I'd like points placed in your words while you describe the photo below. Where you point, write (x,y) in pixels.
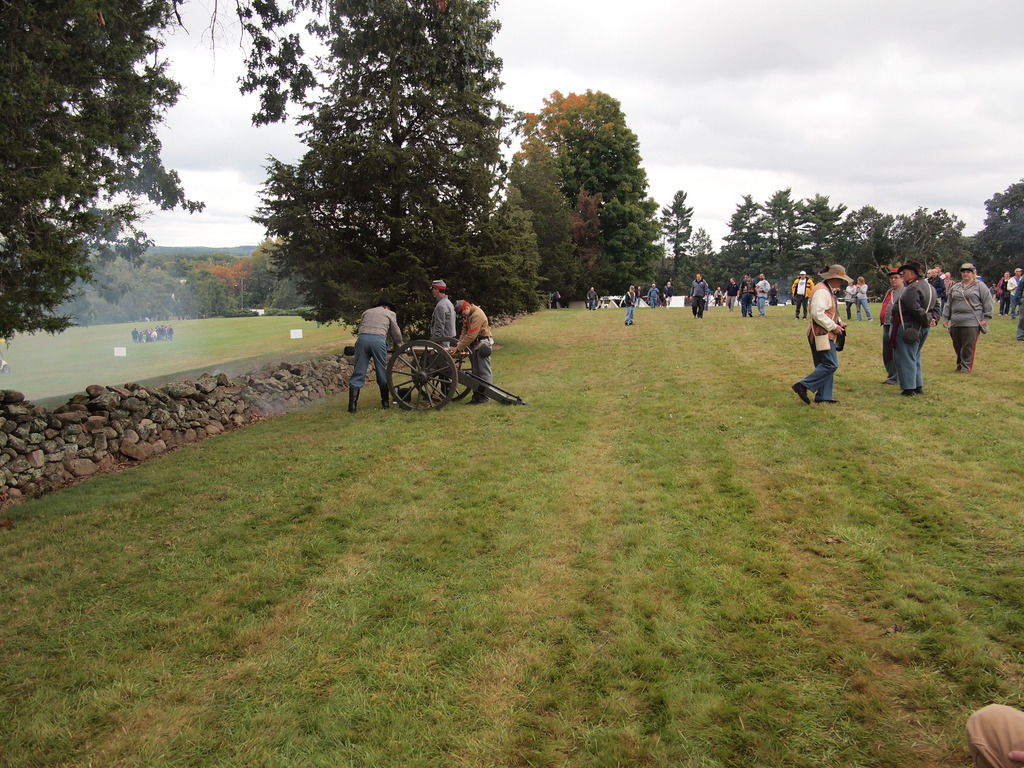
In the image there are many people (885,332) standing and walking on the grassland (560,558) and on the left side (129,441) there is a stone wall (213,424), in the back ground (371,275) there are trees (846,229) and above its sky (808,86) with clouds (661,72).
